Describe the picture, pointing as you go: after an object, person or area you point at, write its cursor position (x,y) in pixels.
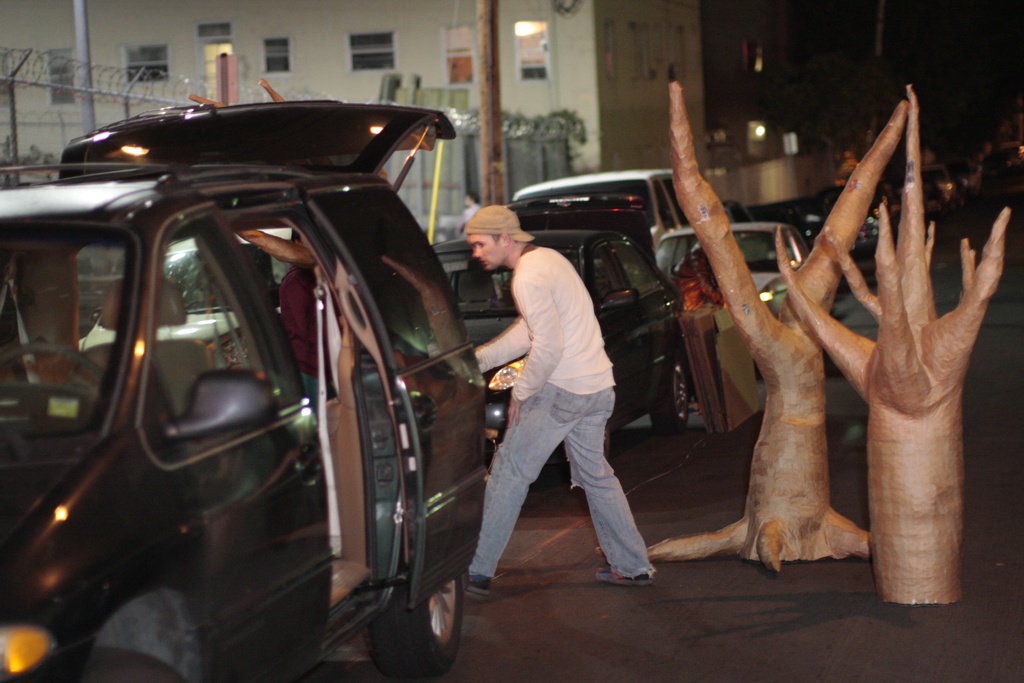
In this image there are a few vehicles (502,374) on the road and few people (523,466) are walking in between them, beside them there is two tree sculptures (837,351). In the background (730,36) there are buildings (606,71), fence (389,94) and a pole (484,117).
